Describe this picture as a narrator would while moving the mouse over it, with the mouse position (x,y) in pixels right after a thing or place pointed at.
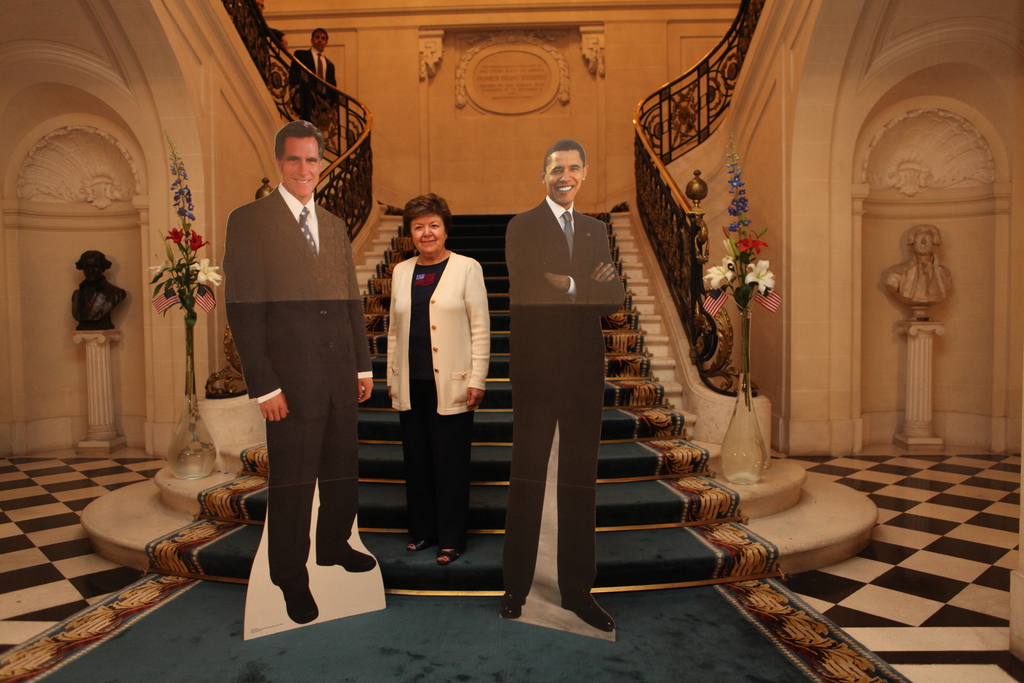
In this image in the middle (448,441) I can see a woman (410,532) standing on steps (380,468) between poster (321,494) of two persons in the middle (462,397), on steps (422,560) I can see flower pot (743,320) and flower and sculptures (925,229) visible in front of the wall (796,132) on the right side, on the left side (324,58), in front of fence (333,102) there is a person (311,59) visible at the top (324,58).
